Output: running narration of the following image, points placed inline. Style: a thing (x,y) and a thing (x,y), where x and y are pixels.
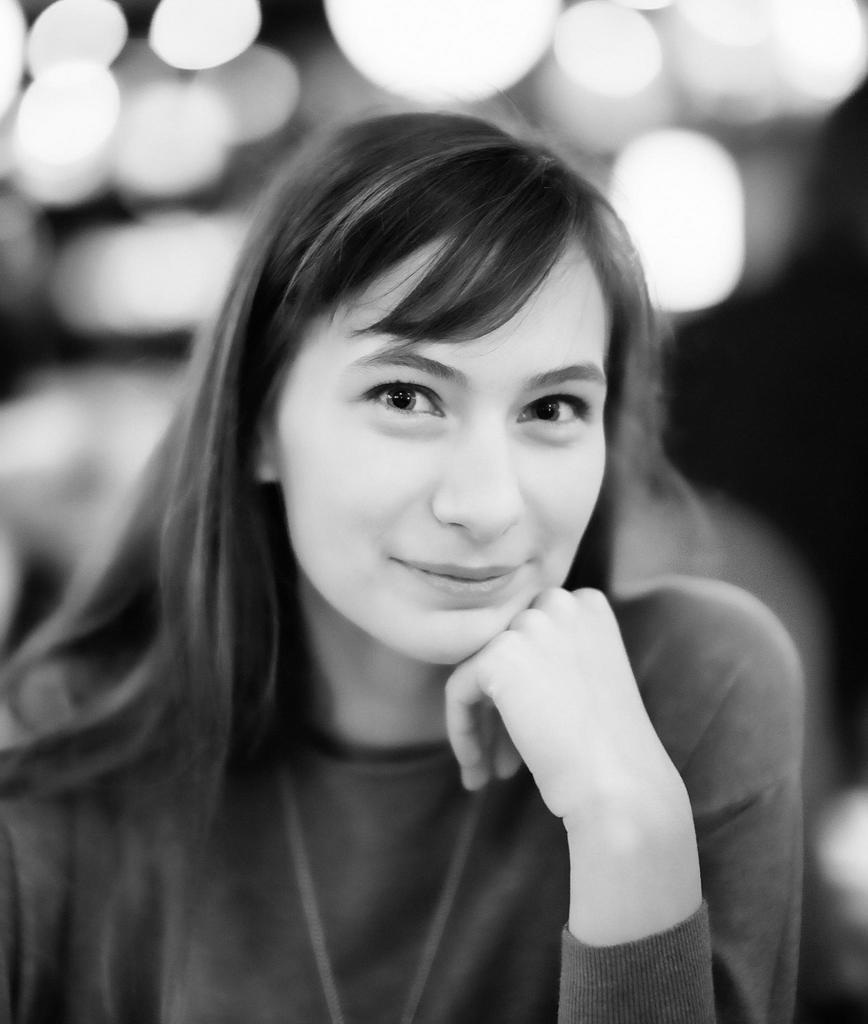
There is a woman (447,568) smiling and there are lights (209,106) in the background (484,36).
